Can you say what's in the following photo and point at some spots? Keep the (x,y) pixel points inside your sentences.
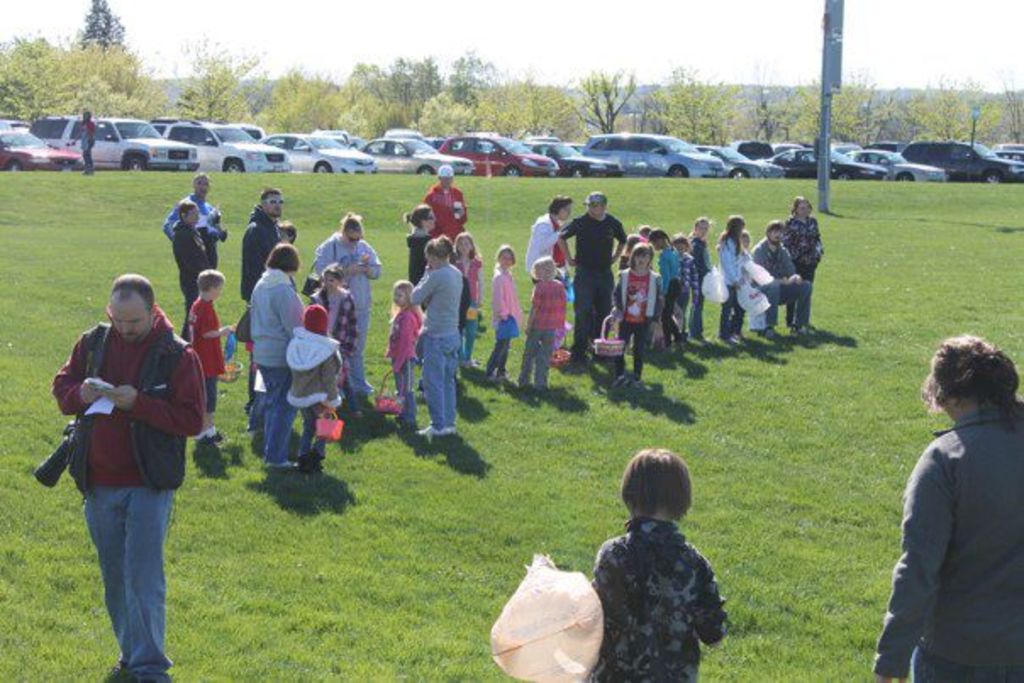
Here, we can see grass (515,481) on the ground (436,492), there are some people (811,262) standing and there are some kids (678,320) standing on the grass (505,228), there is a pole (828,101), there are some cars (106,155) parked in a queue, there are some green color trees (484,88), at the top (477,14) there is a sky (415,9).
